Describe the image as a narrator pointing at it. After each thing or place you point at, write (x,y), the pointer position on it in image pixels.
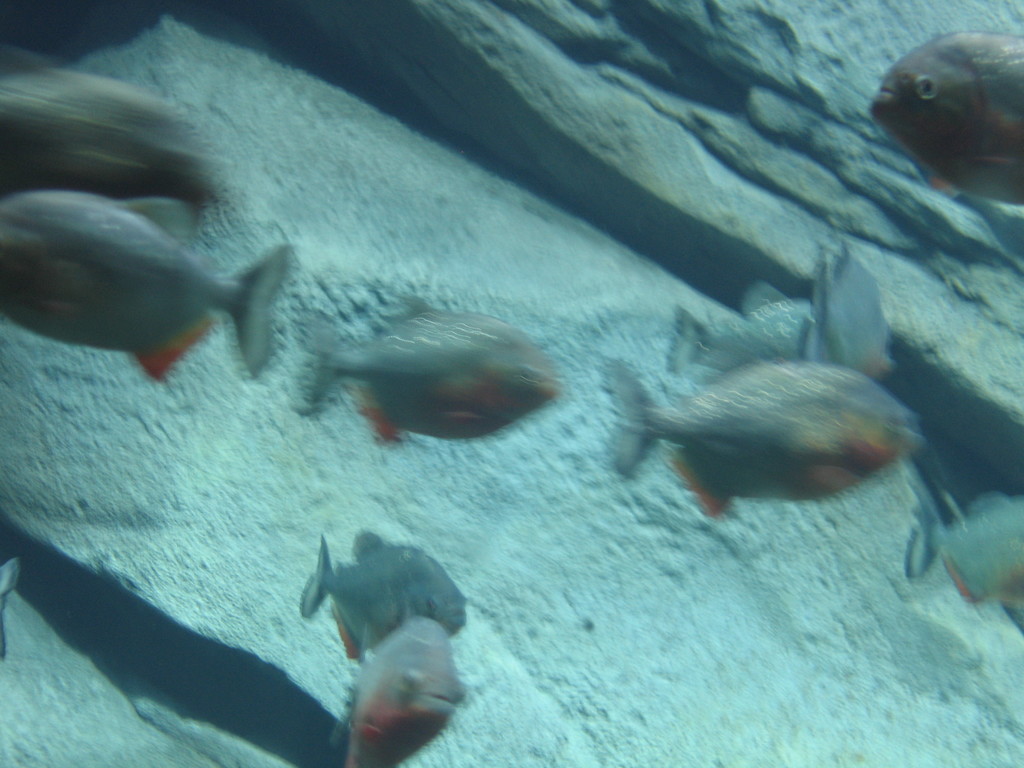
In this image we can see some fishes (444,336) which are under water (327,436).
